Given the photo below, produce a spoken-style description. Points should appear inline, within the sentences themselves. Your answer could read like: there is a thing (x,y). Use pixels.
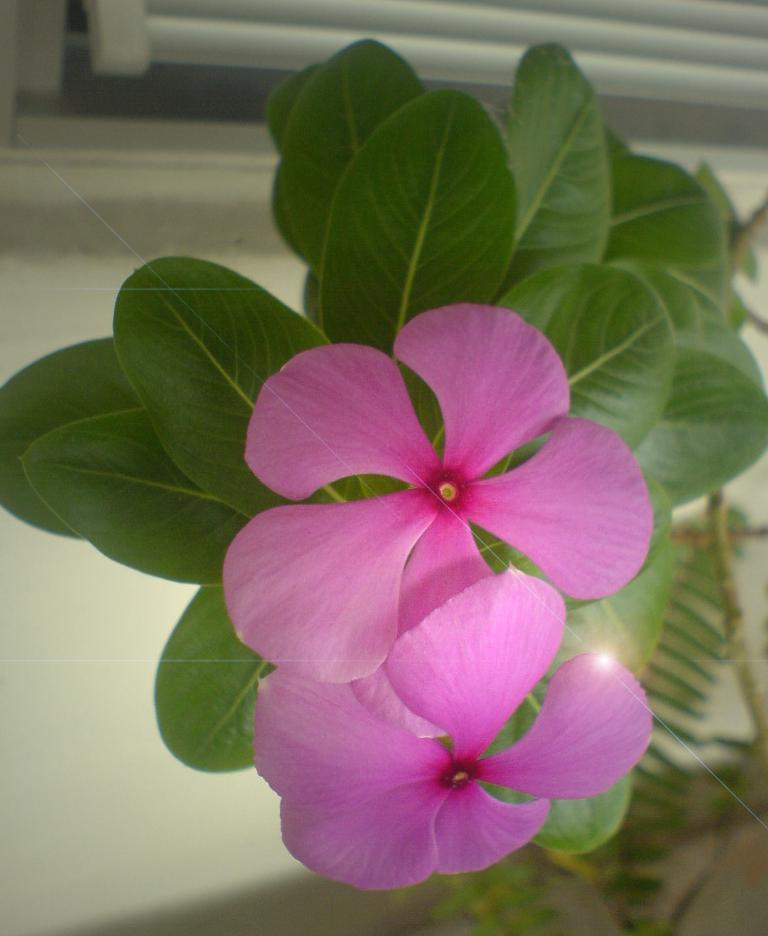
In this picture there are two pink color flowers (434,516) on the plant (617,279). At the back (202,90) there is a window (663,152).
